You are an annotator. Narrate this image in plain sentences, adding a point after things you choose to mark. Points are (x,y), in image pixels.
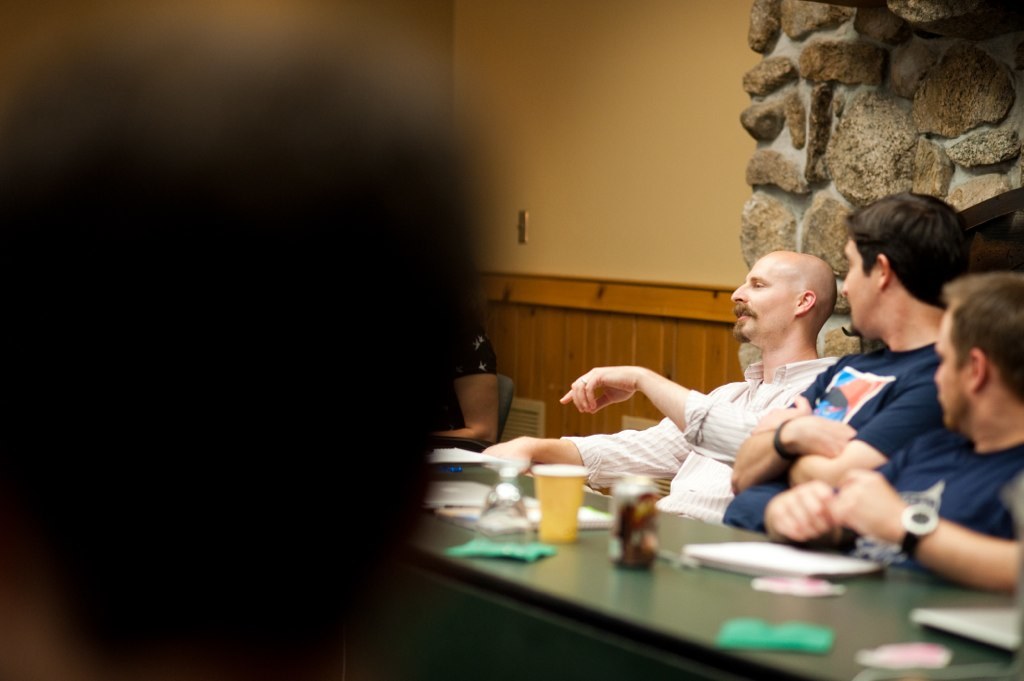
In this image, we can see people (493,392) sitting on the chairs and there are papers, a cup (574,537) and some other objects (775,582) on the table (731,578). In the background (756,76), there is a rock wall (797,112).
